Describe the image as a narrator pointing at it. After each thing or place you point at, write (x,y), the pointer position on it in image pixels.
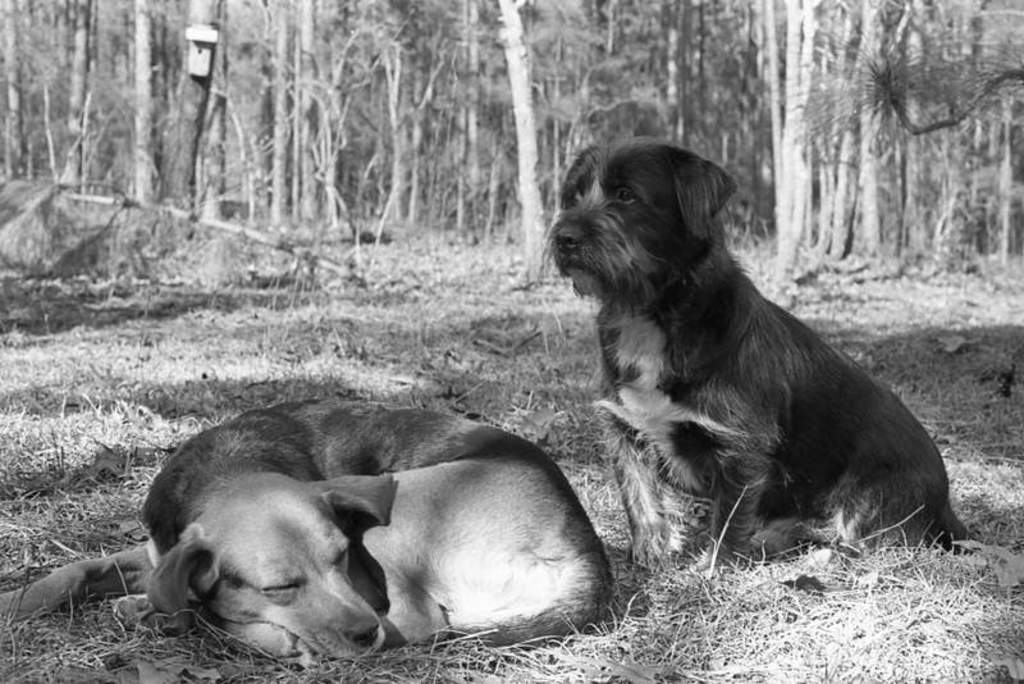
In this picture we can see two dogs (507,518), a dog (457,512) on the left side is sleeping, a dog (810,442) on the right side (788,458) is sitting, at the bottom (776,606) there is grass (546,306), we can see trees (528,86) in the background (443,96).
